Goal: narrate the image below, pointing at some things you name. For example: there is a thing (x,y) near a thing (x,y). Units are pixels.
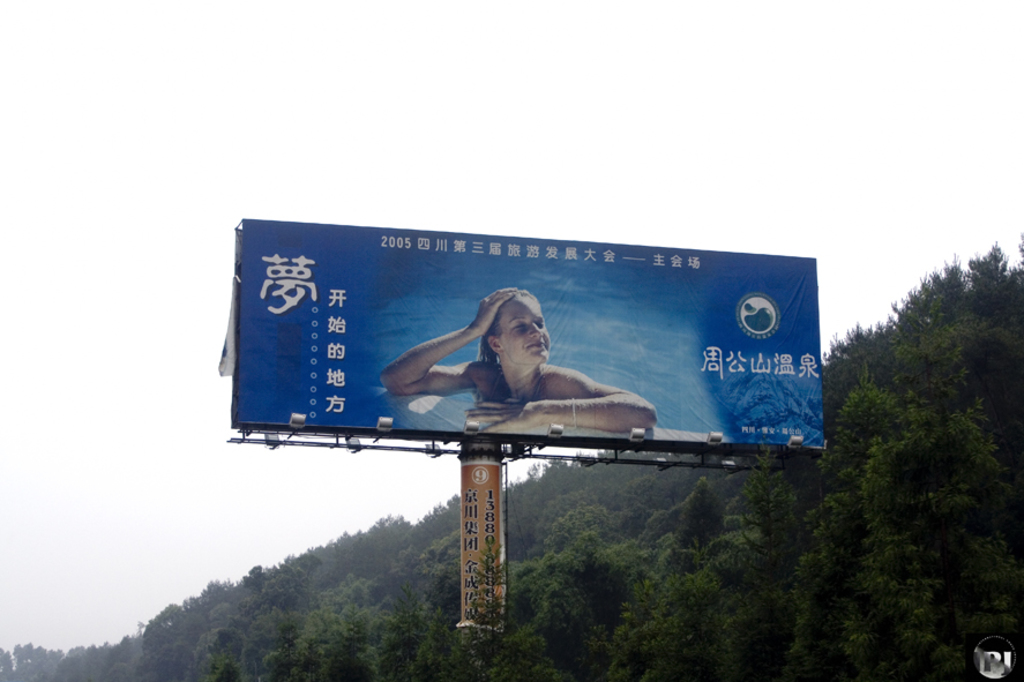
In this image, we can see a hoarding (590,375) and in the background (744,554), there are trees (797,543).
